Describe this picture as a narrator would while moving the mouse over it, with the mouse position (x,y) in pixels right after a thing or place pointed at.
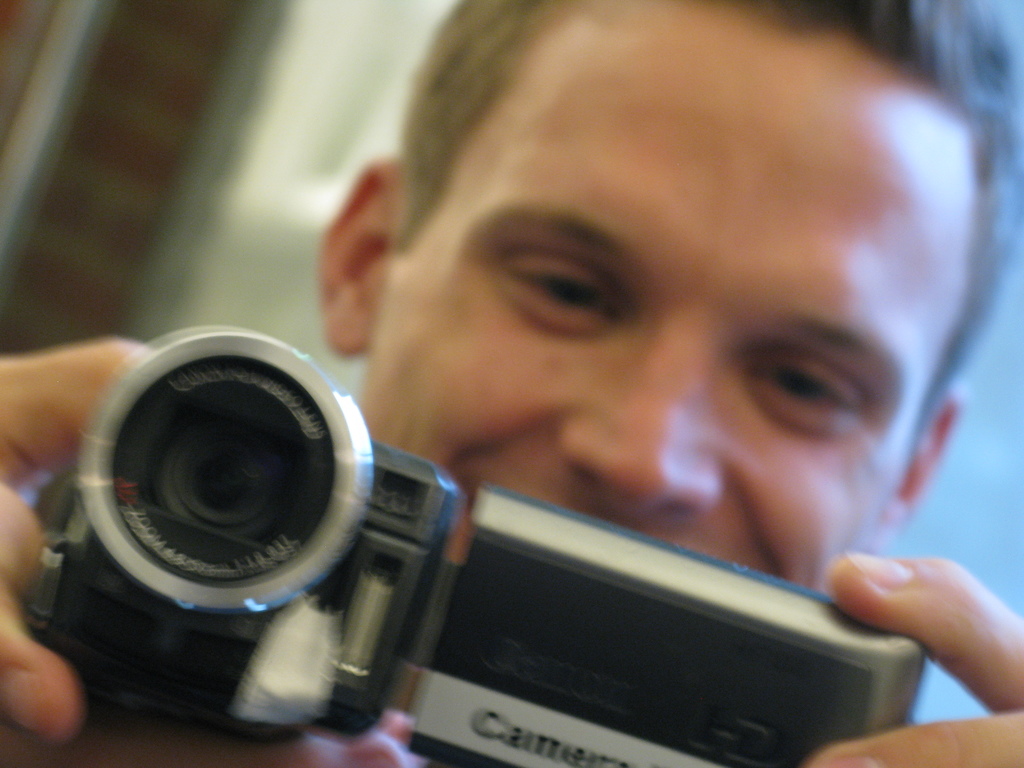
In the middle of this image (651,258), there is a person (781,142) holding a camera (383,605) with both hand (976,603) and watching its screen (512,635). And the background (1018,368) is blurred.
